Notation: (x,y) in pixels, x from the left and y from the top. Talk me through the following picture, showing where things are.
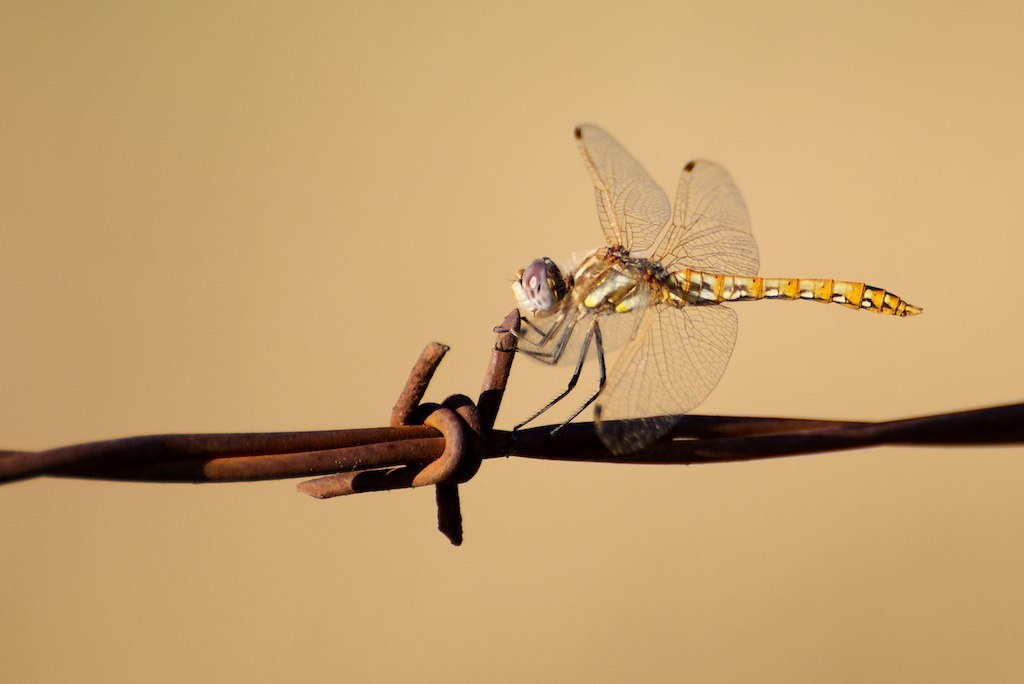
In this image we can see a dragonfly (615,343) and an iron object (303,449). In the background of the image (515,372) there is a wall (316,409).
